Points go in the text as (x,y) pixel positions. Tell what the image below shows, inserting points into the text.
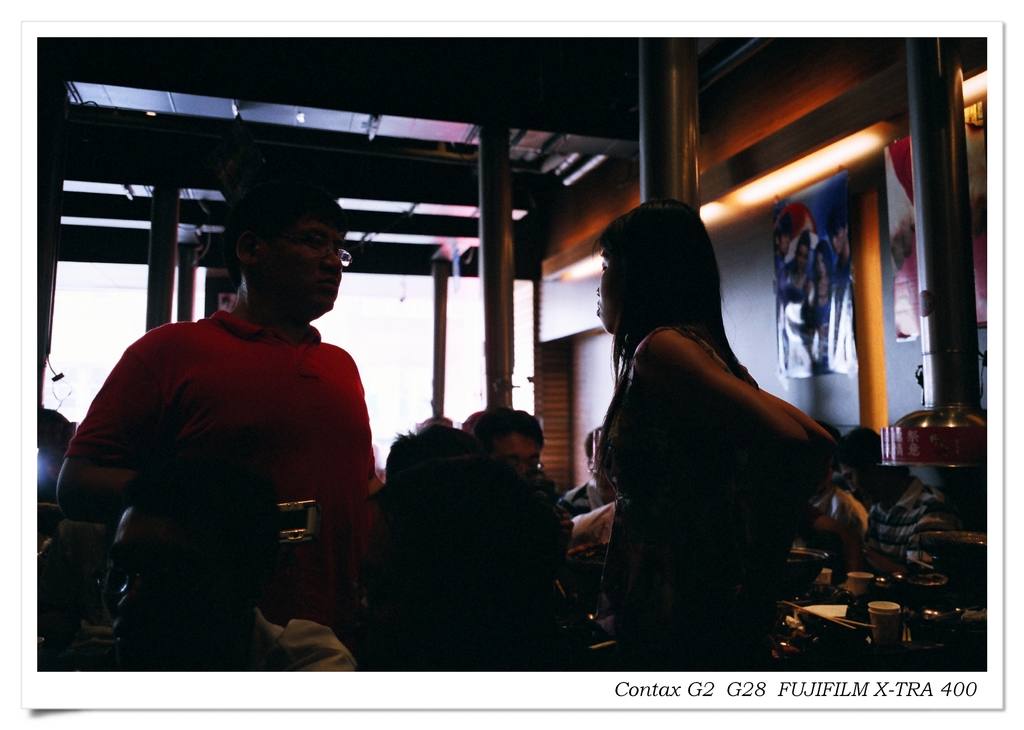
In this picture we can see a few people (176,551) sitting on the chair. We can see a man (142,414) and a woman (721,330) standing. A text (633,696) is visible in the bottom right (823,690). There are a few posters (784,369) visible on the wall (791,387). We can see a few poles (873,340). Some lights (366,206) are visible on top (772,188).
